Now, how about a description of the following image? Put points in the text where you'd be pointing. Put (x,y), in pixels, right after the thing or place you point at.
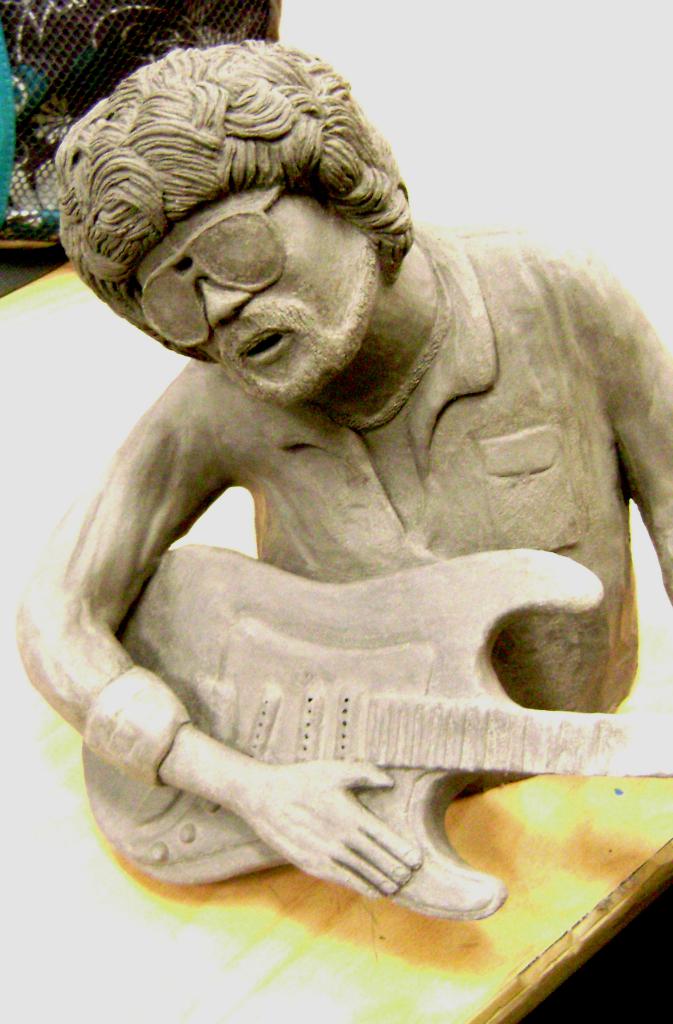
In the image I can see a statue (422,508) of a person (293,459) who is holding a guitar (354,718) in the hand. I can also see some other objects (201,912).
